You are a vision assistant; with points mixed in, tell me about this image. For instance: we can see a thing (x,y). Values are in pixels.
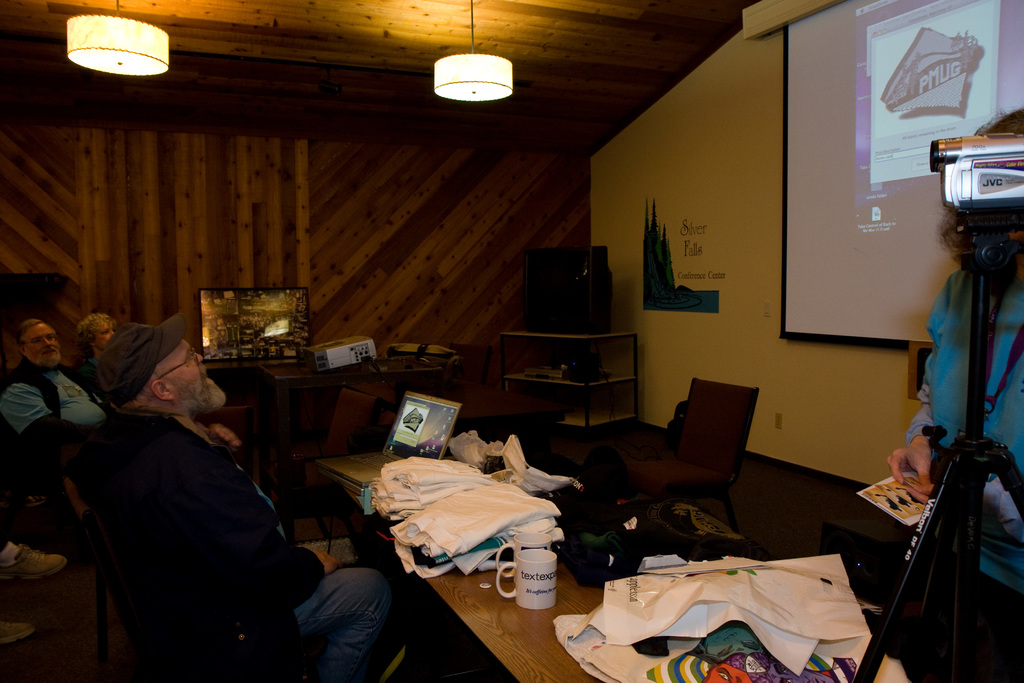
There are three persons (83,405) sitting on the chairs (99,558). Here we can see tablecloths (419,517), cups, laptop (406,455), television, chair (678,466), screens (968,75), and a person (998,312). There is a camera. Here we can see lights (475,91) and wall (659,248).
